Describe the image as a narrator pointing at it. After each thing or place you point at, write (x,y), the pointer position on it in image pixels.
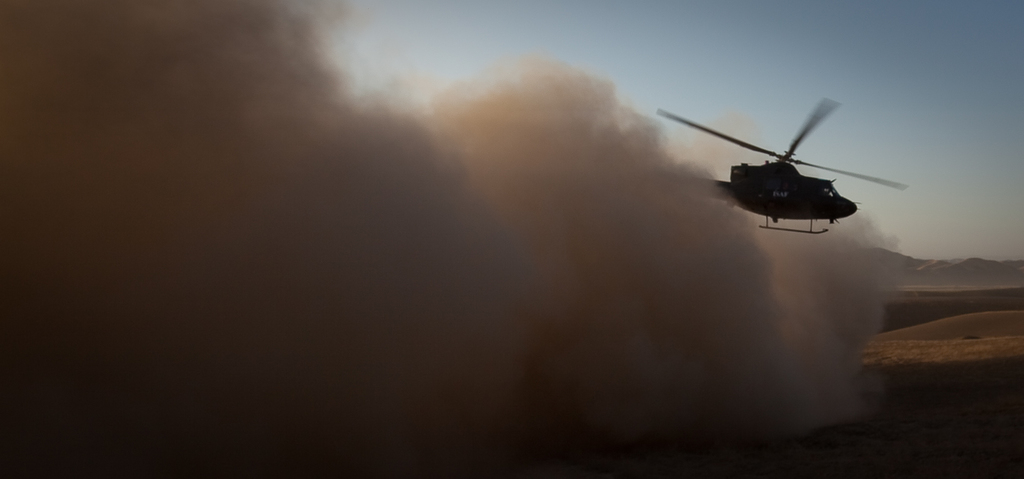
In this image I can see a helicopter (794,178) which is black in color is flying in the air (788,141). I can see the ground (947,419), the dust (527,316), few mountains (924,271) and the sky (854,74).
